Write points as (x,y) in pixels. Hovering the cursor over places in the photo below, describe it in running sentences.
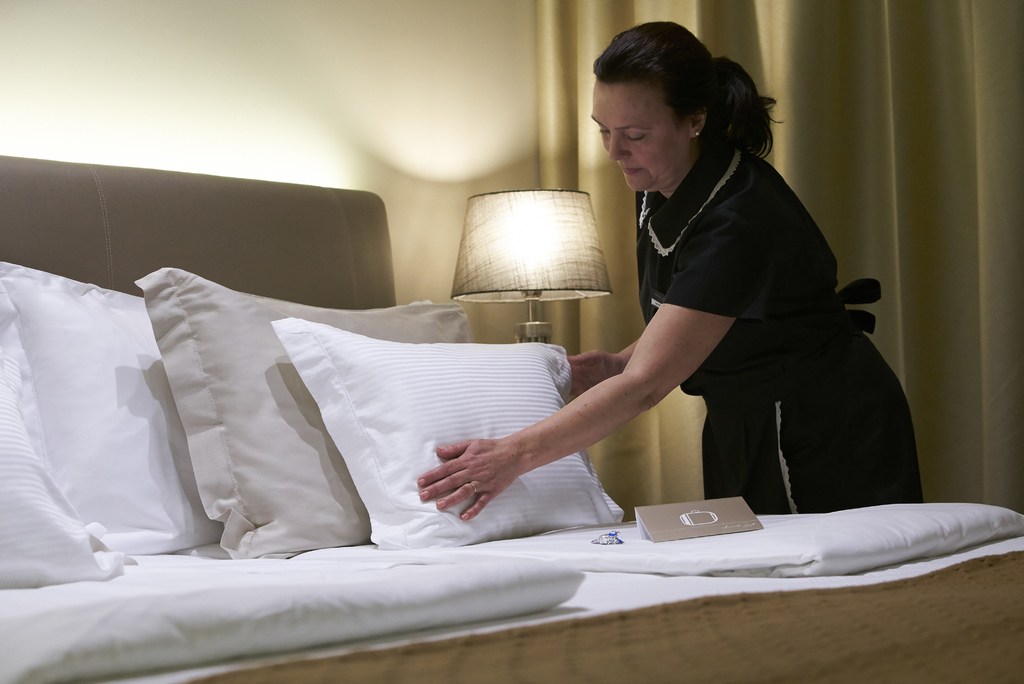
In this picture I can see there is a woman (726,244) standing on the right side (791,483), she is holding a pillow (501,496) and there is a bed (679,575) at left side (329,622), there are few blankets (645,557) and objects (690,509) placed on the bed (198,180). There is a lamp (559,264) at right side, there is a wall (418,48) and there is a curtain (909,244) at the right side (916,232).
